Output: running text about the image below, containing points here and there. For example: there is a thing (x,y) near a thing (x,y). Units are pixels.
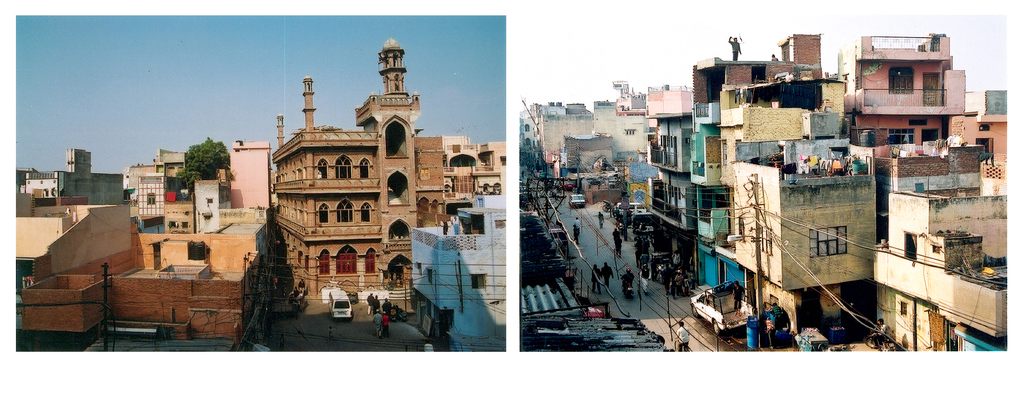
The image consists of two pictures. In both of them there are building (672,190). On the road (582,294) there are vehicles (347,308), people (605,280). The sky (503,65) is clear. Here there is a tree (209,161).
